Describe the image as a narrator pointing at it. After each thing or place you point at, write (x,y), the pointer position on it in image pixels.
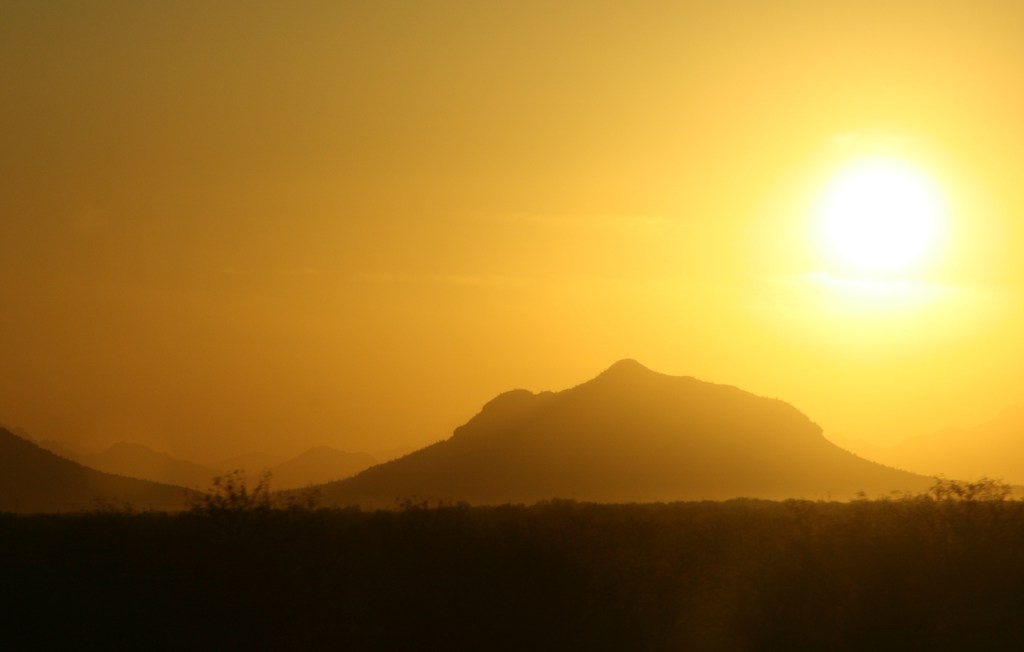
In this picture there are plants (836,514) in the bottom side of the image (464,500) and there is a sun (843,205) on the right side of the image (834,222).
